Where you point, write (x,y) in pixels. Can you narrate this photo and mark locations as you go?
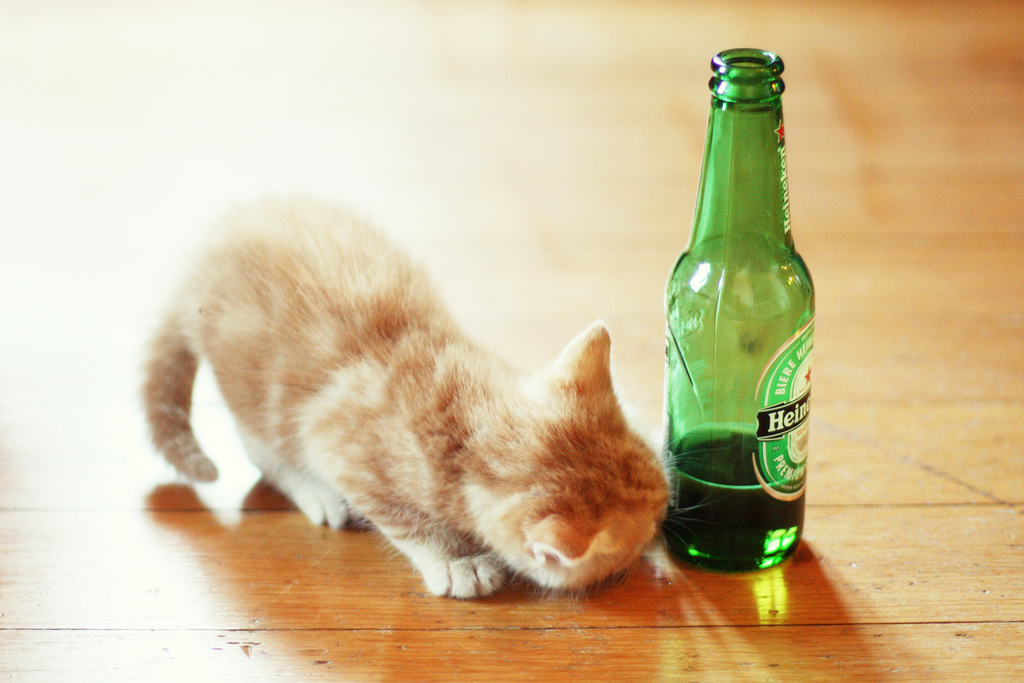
In the image there is a cat (454,502) which is in brown color watching a bottle (724,391) which is filled with some liquid (727,494).
